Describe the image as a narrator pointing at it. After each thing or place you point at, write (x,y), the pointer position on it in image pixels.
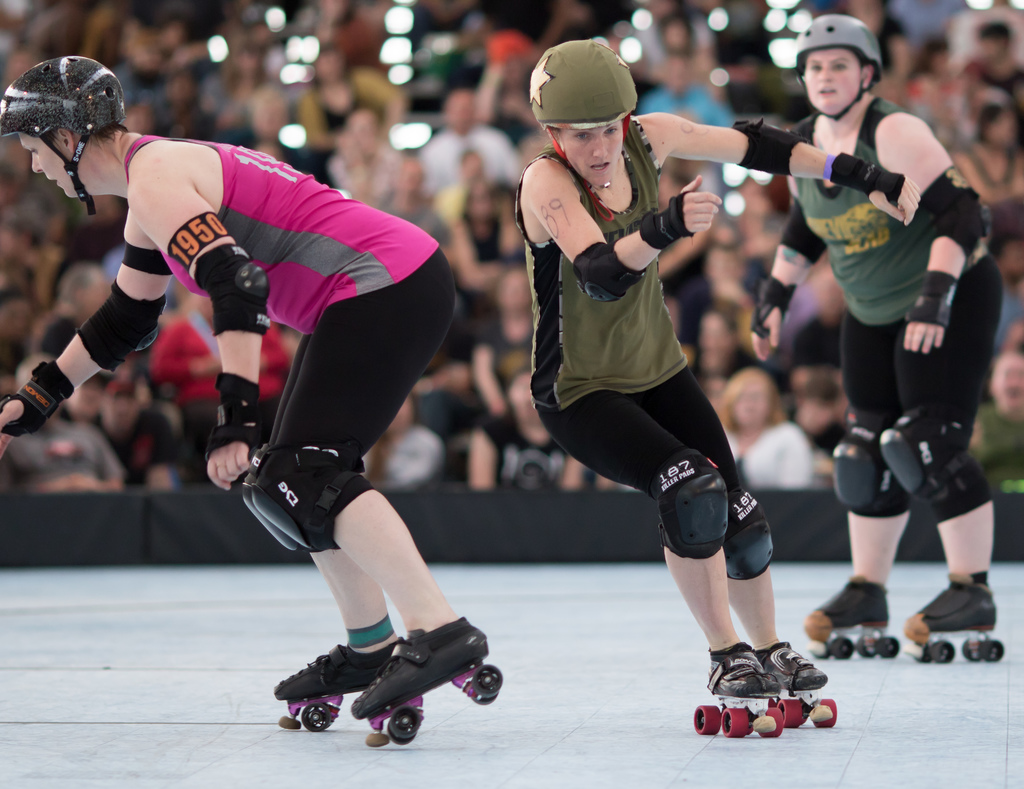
In this image we can see some persons (659,325) wearing skate wheels (425,652). In the background of the image (966,22) there are some persons (469,256) and other objects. At the bottom of the image (686,739) there is the floor (686,739).
